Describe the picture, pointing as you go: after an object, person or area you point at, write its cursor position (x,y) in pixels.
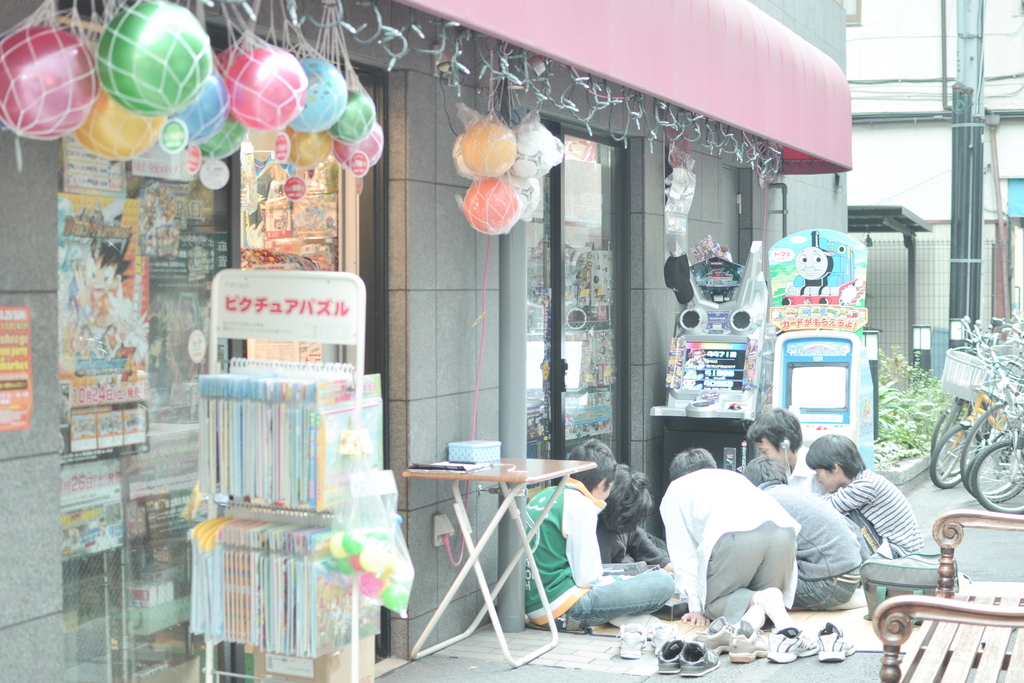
In this image we can see a few buildings (443,385), there are some shoes (693,648), poles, balloons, people (837,600), fence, posts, doors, bicycles (951,381), chair (948,593) and a table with some objects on it, also we can see a stand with some books (281,430) and some other objects (336,553) on the floor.
